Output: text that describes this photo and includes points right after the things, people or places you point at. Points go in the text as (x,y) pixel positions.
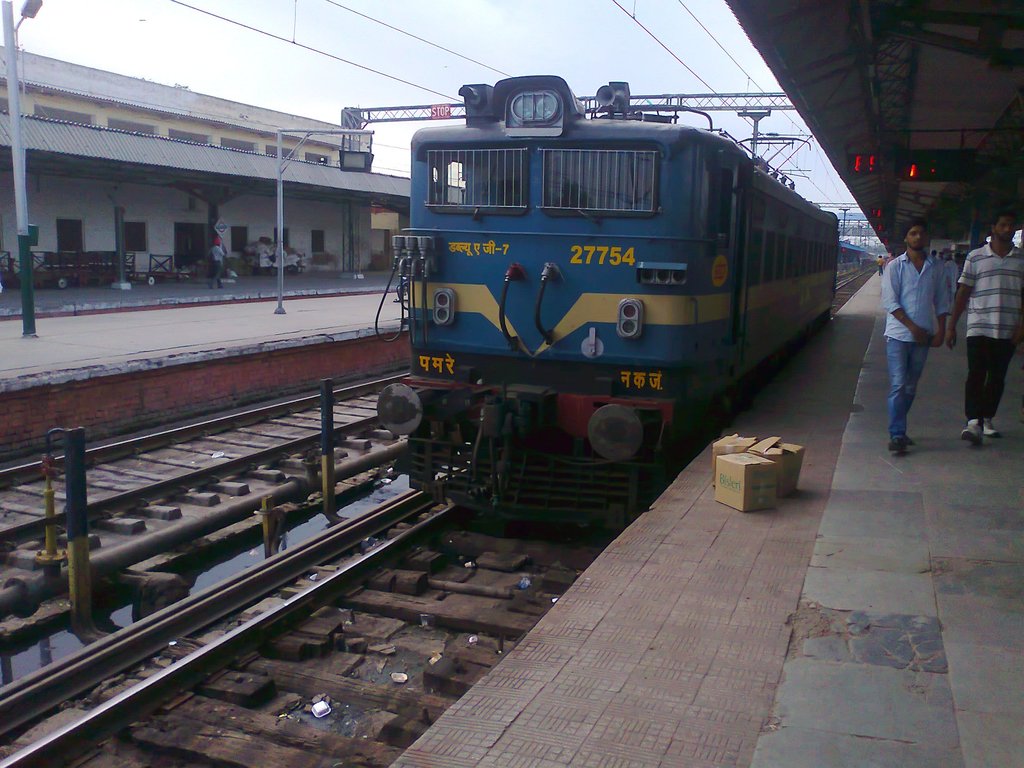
In this image there is a railway station (401,445), in that station (265,569) there are train tracks (165,481), on one track (469,532) there is a train (616,307), on the right side (982,330) two people (1014,331) are walking.
